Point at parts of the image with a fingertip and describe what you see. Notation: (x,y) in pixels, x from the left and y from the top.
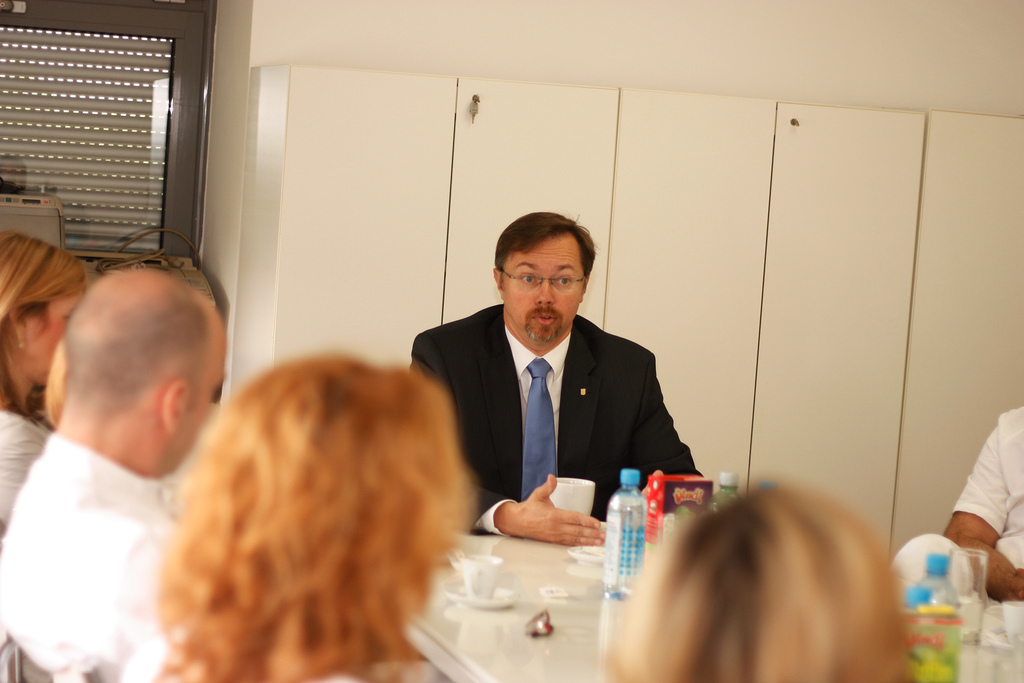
In this image we can see group of people (500,446) are sitting, here a man (508,443) is wearing the suit (577,463), in front (586,568) here is the table (528,587), and cup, here are the bottles (616,496), and some objects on it.
